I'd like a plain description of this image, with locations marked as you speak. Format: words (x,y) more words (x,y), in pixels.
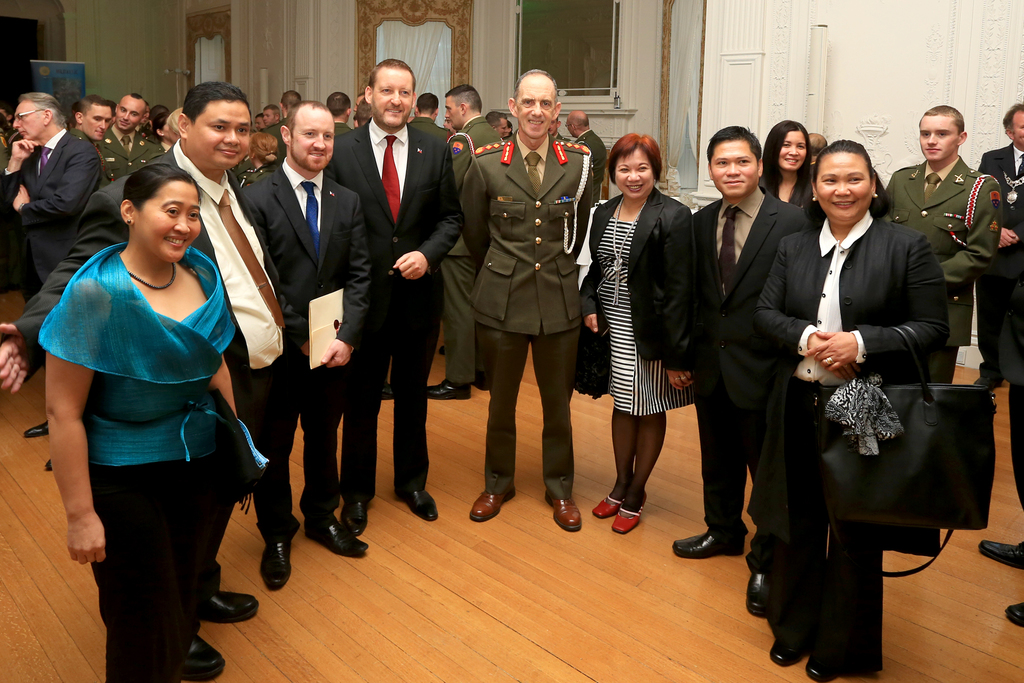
In a given image I can see a people (591,157), wooden objects (365,43), walls (1002,9) and floor (490,551).
